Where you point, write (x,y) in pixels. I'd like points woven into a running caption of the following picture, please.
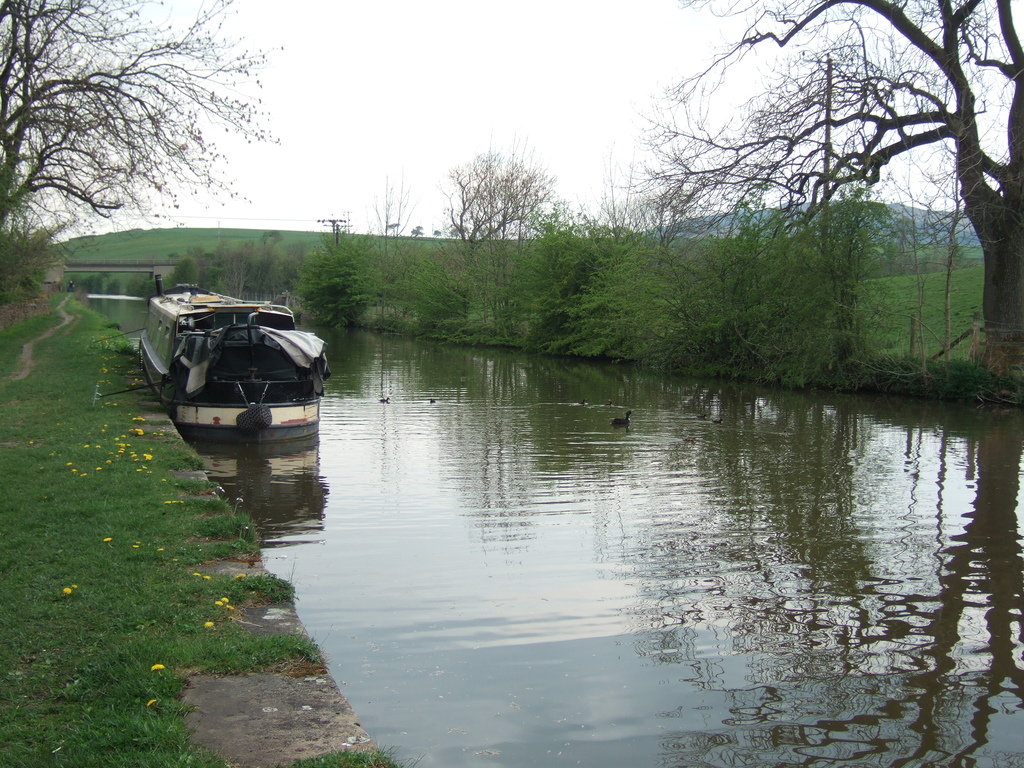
In the center of the image (583,431) we can see a boat (287,367), ducks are present in the water (505,470). In the background of the image (531,243) we can see the trees (332,293), hills (223,239), bridge (105,266), grass (124,354), fencing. At the bottom of the image (142,666) we can see the ground (198,659) and some flowers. At the top of the image (370,53) we can see the sky (354,44).
